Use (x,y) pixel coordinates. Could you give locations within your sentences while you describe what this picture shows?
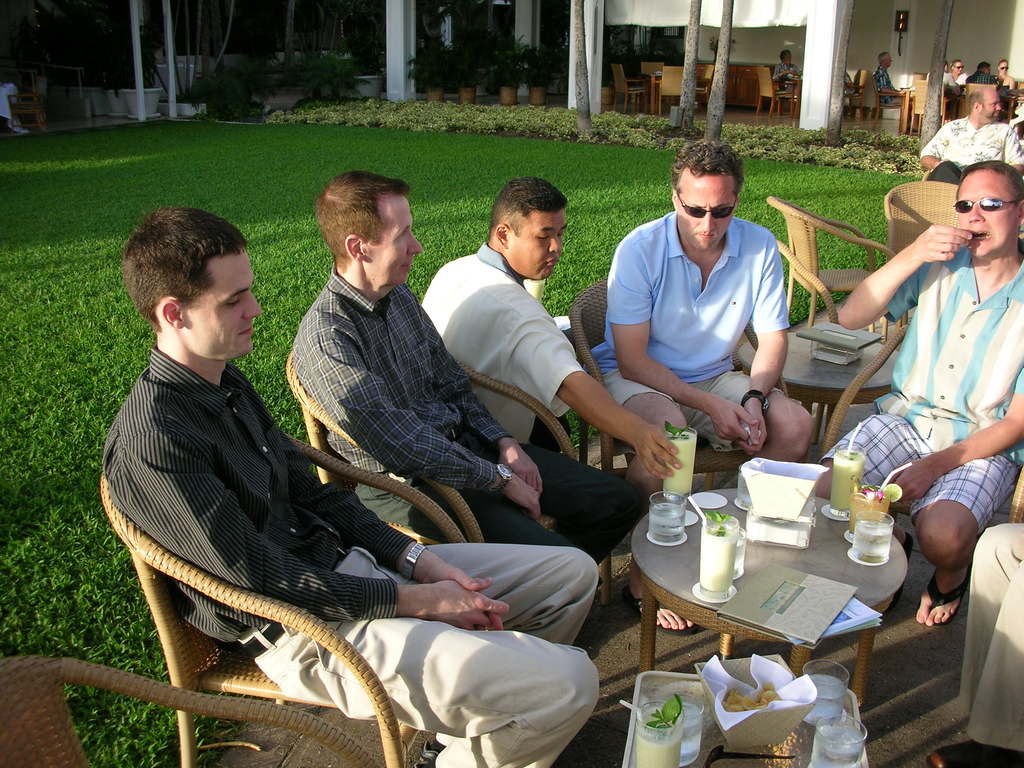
As we can see in the image there is a grass (298,148), wall (873,48), few people (1008,338) sitting on chairs (924,76) and there is a table (692,549). On table (692,549) there are glasses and tissues (756,487).
